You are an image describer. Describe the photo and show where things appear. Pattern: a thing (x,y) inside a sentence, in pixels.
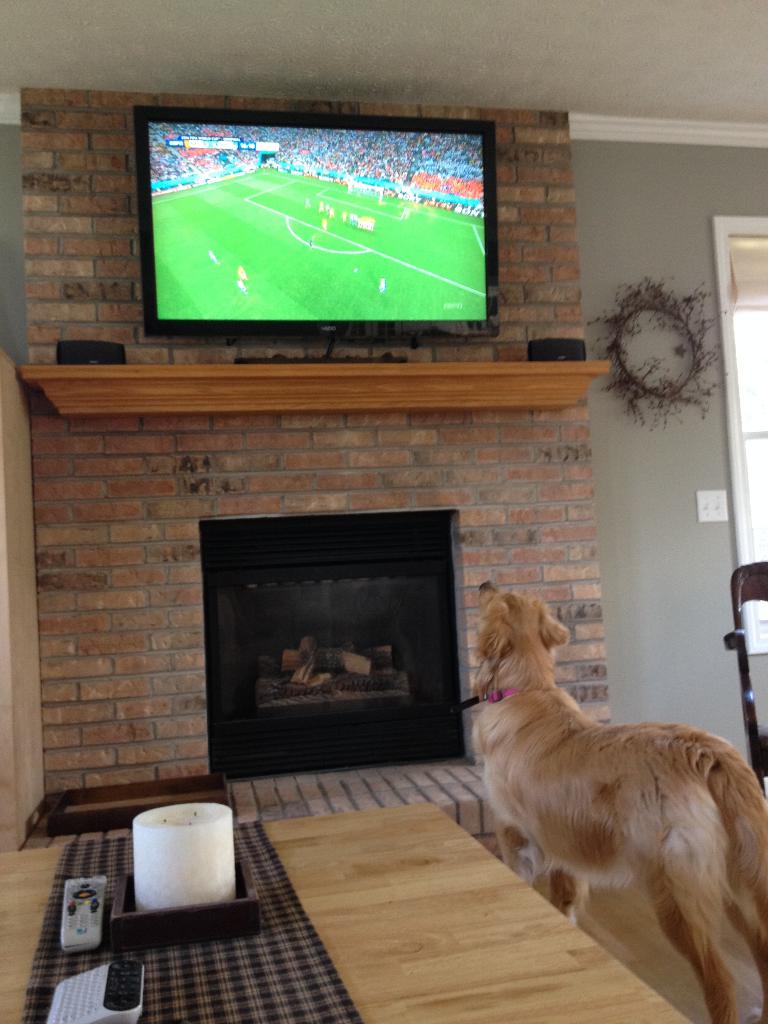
A dog (540,735) is watching television (349,268). And on the television (361,275) there is a football match going on. Television (361,289) is kept on the wall (123,213). And there is a cupboard (326,398). And on the wall (664,350) some decorative item (643,394) is there. There is a table (433,908) over there.
